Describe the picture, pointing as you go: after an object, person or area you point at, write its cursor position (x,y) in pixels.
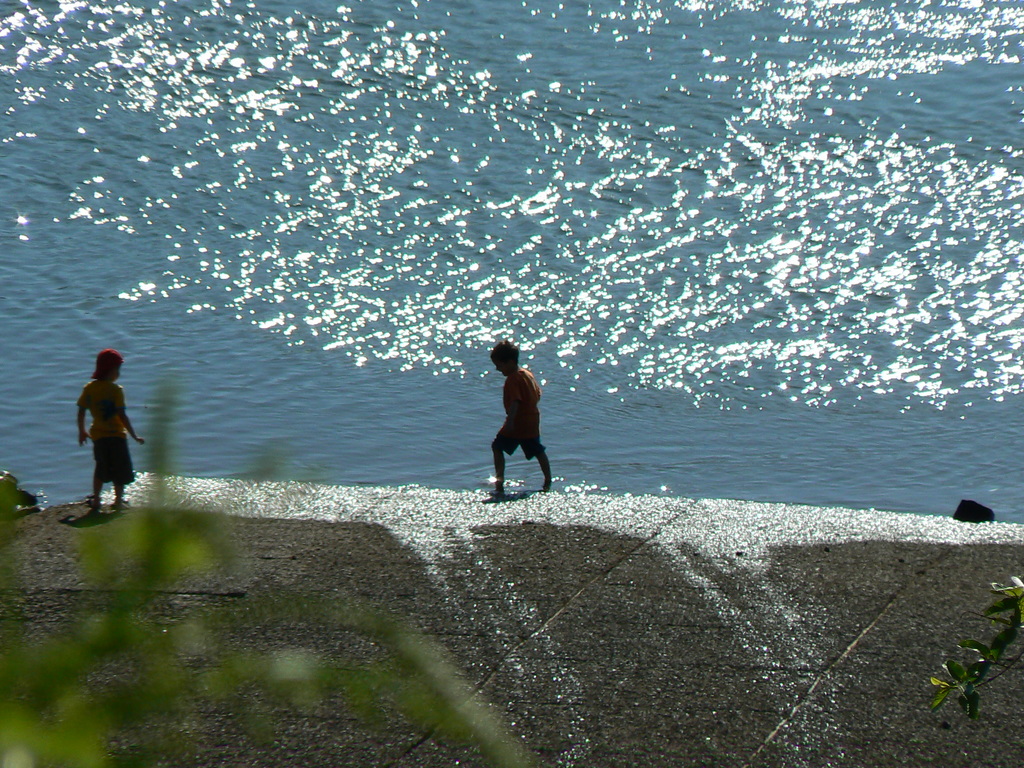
In this image we can see children (117,467) standing on the river bed (532,534) and water (766,218).
